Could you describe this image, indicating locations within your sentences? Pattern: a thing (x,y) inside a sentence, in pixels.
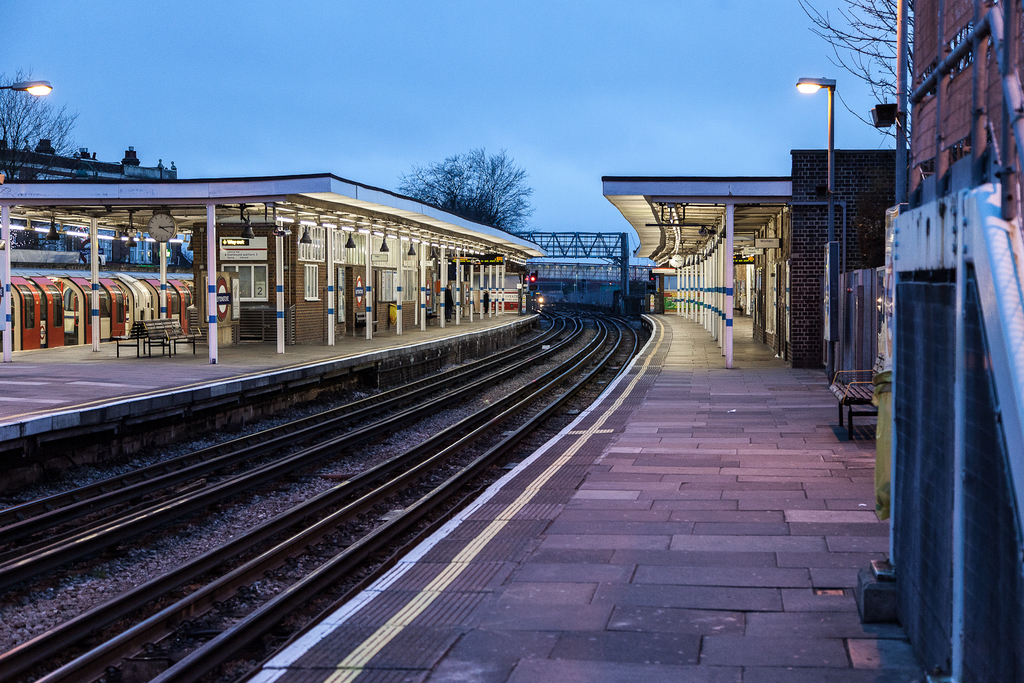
This image is taken in a railway station (399,357). We can see a railway track (495,404), a train (62,300), light poles (830,106), trees (17,119) and also buildings (783,261). We can also see a roof (319,201) for shelter. At the top (440,87) there is sky (375,79).
